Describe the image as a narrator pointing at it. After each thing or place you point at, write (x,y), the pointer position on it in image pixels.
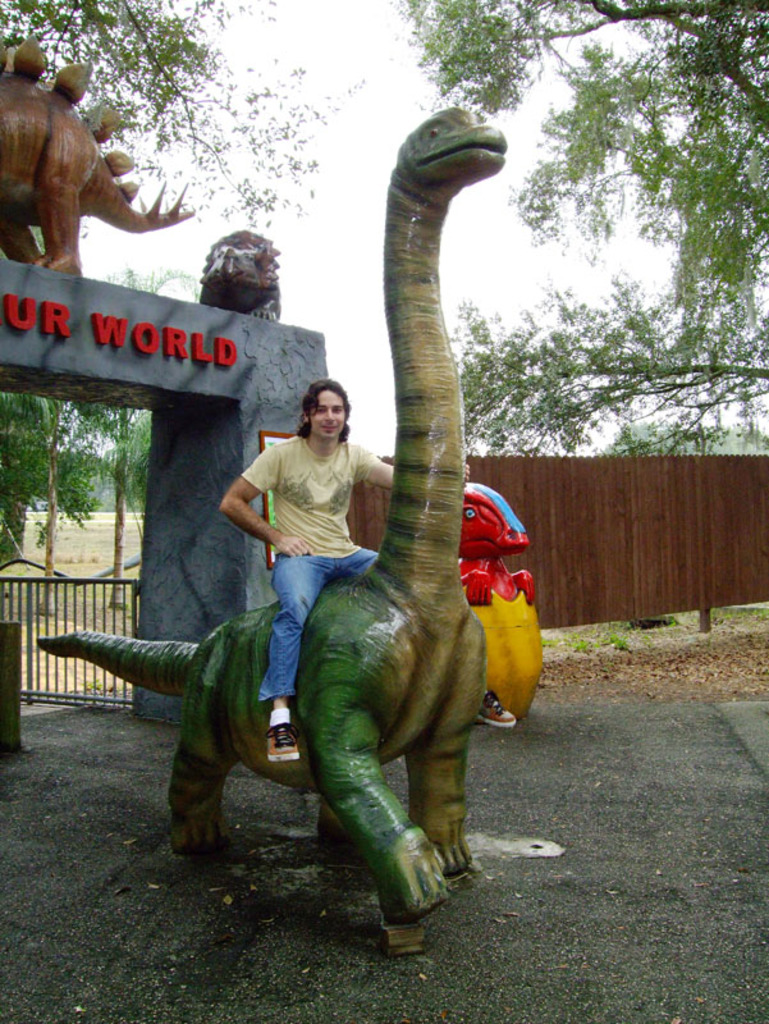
In the center of the image (320,545) we can see a man (314,468) sitting on the sculpture (366,642). On the left (5,299) there is an arch (158,600) and a gate (35,579). In the background (670,597) we can see a fence (667,572), trees (705,108) and sky (359,264).
